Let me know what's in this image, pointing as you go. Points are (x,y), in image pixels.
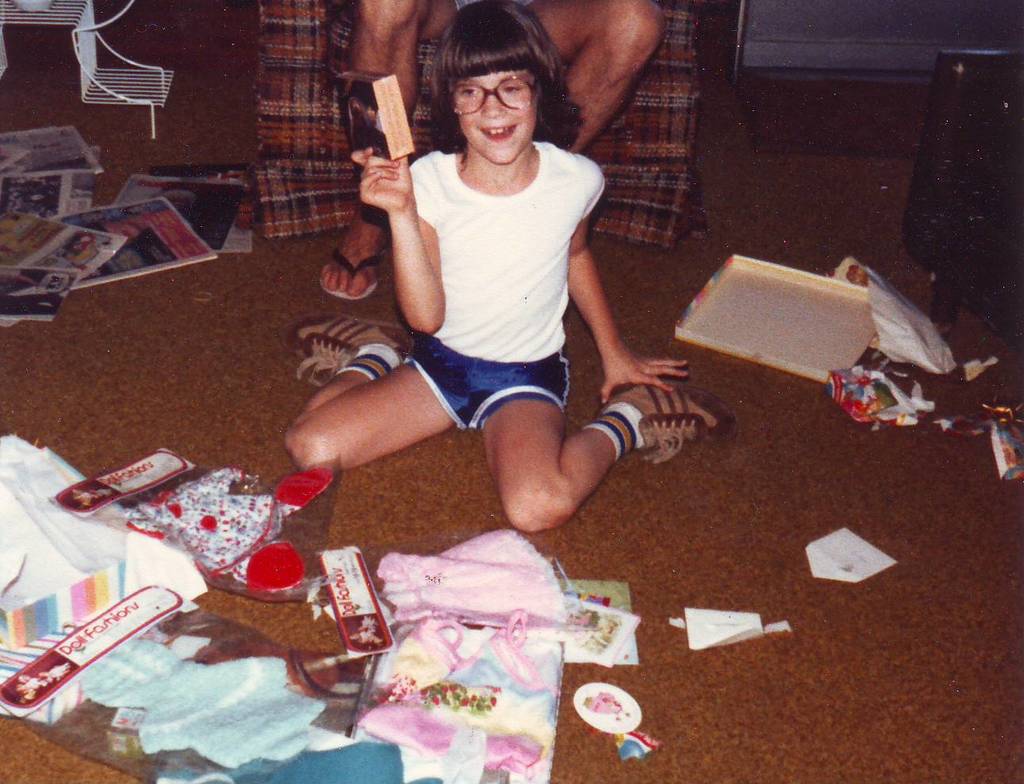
In this picture there is a girl (508,103) who is wearing spectacle (475,99), t-shirt (510,314), short (518,388) and shoes (694,399). She is holding a paper (391,129). Behind her there is a man (606,43) who is sitting on the chair (664,90). On the floor (1007,555) I can see the papers (13,181), plastic covers (362,698), clothes (379,709) and other objects (40,268). In the top left corner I can see the tables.
